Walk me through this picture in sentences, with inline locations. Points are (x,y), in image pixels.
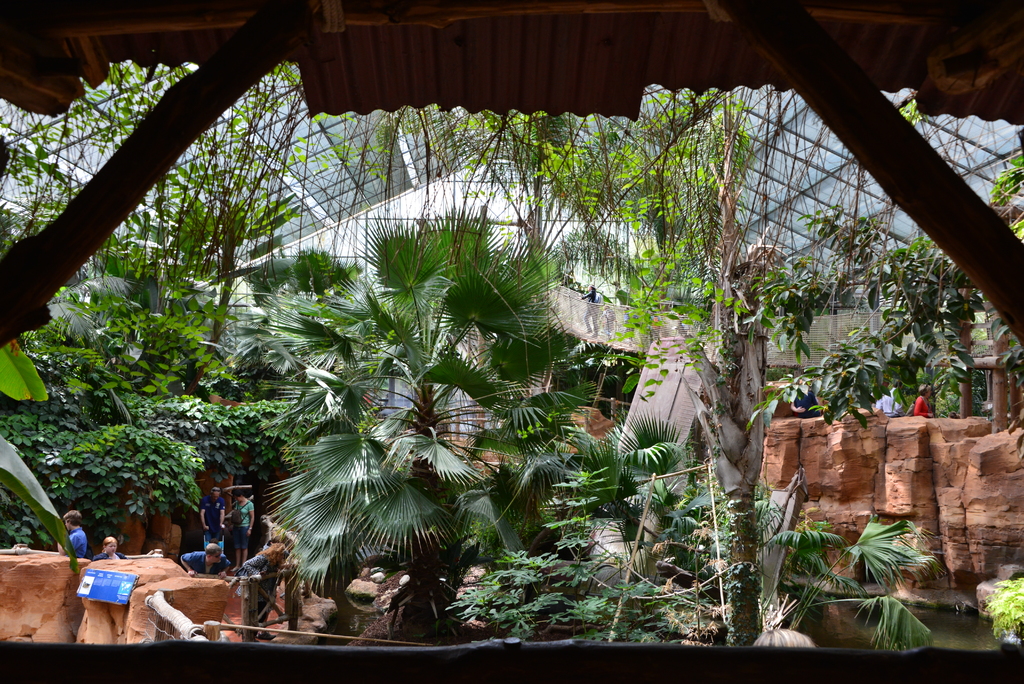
In this image, we can see some plants (322,513) and trees (564,149), we can see the wall (960,479) and water (916,611), there is a shed (391,49) at the top (791,49), we can see some people (248,533) standing.
